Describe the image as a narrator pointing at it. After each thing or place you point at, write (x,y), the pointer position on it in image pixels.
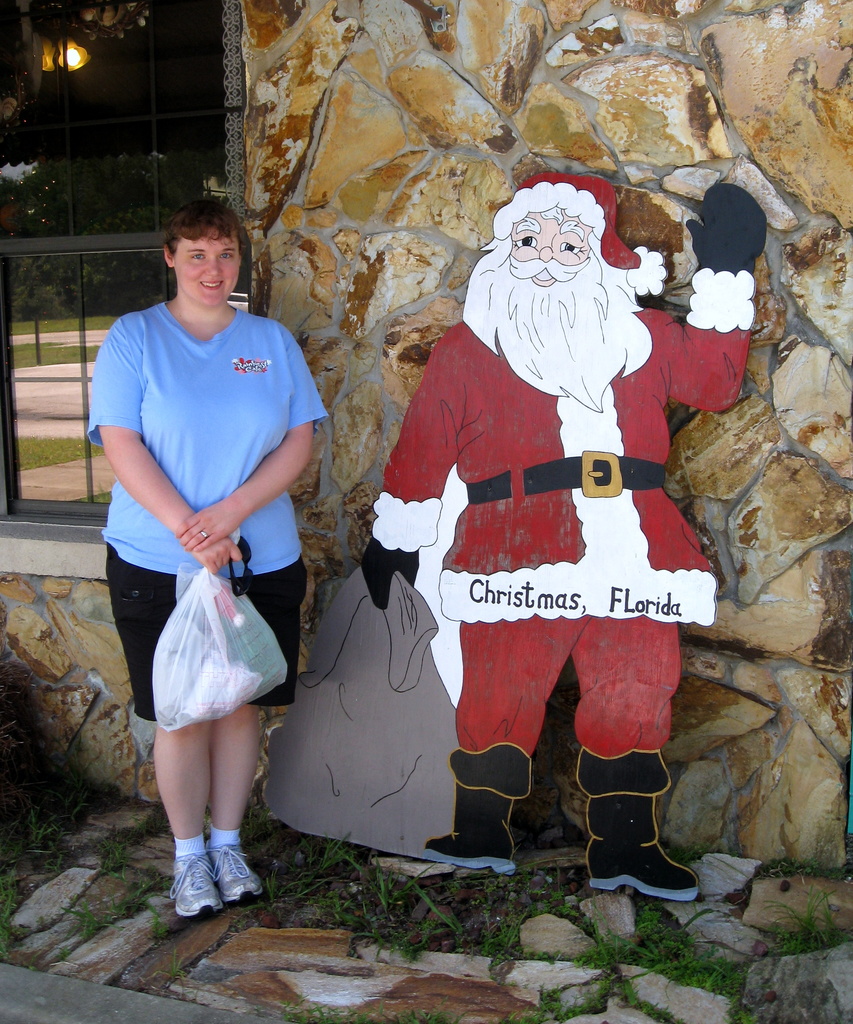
In this image we can see a woman (296,466) standing on the floor (126,870) and she is on the left side (265,523). She is holding a plastic cover bag (205,657) in her hands (208,519) and here we can see a pretty smile on her face (190,286). Here we can see the statue of a Christmas Santa (489,419) on the right side (646,482). Here we can see the glass window (95,102) on the left side (77,340).
